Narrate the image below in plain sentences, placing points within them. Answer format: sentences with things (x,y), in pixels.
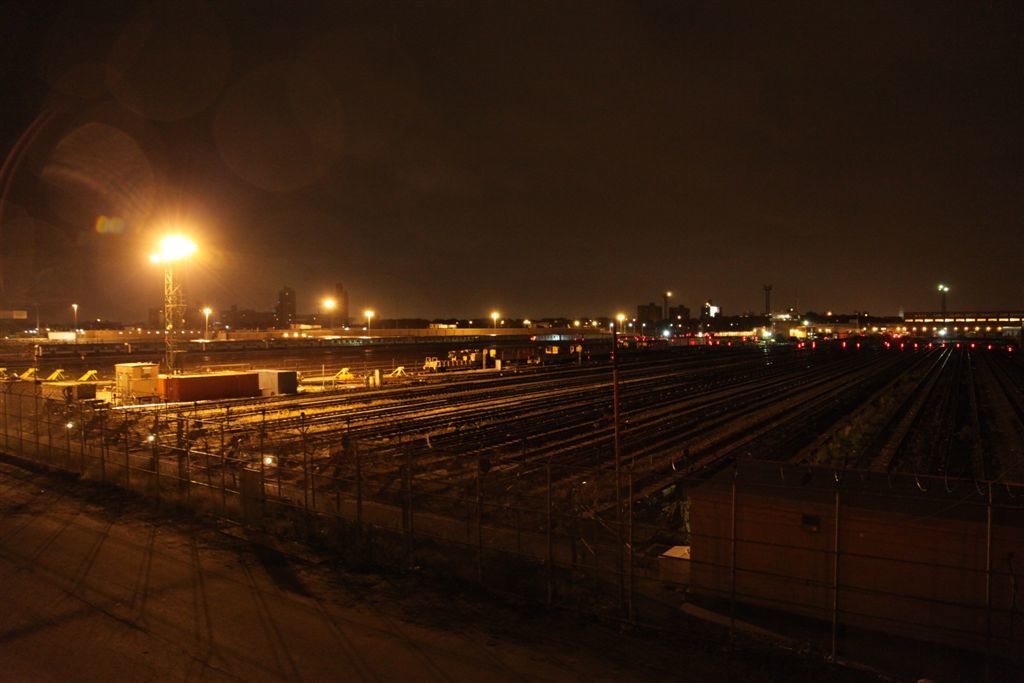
In the foreground of this image (653,583), there is a fencing (329,480) and the road (130,612). In the background (163,333), there are few poles (371,321), lights (188,252), few buildings (823,329), and the dark sky (464,154).
